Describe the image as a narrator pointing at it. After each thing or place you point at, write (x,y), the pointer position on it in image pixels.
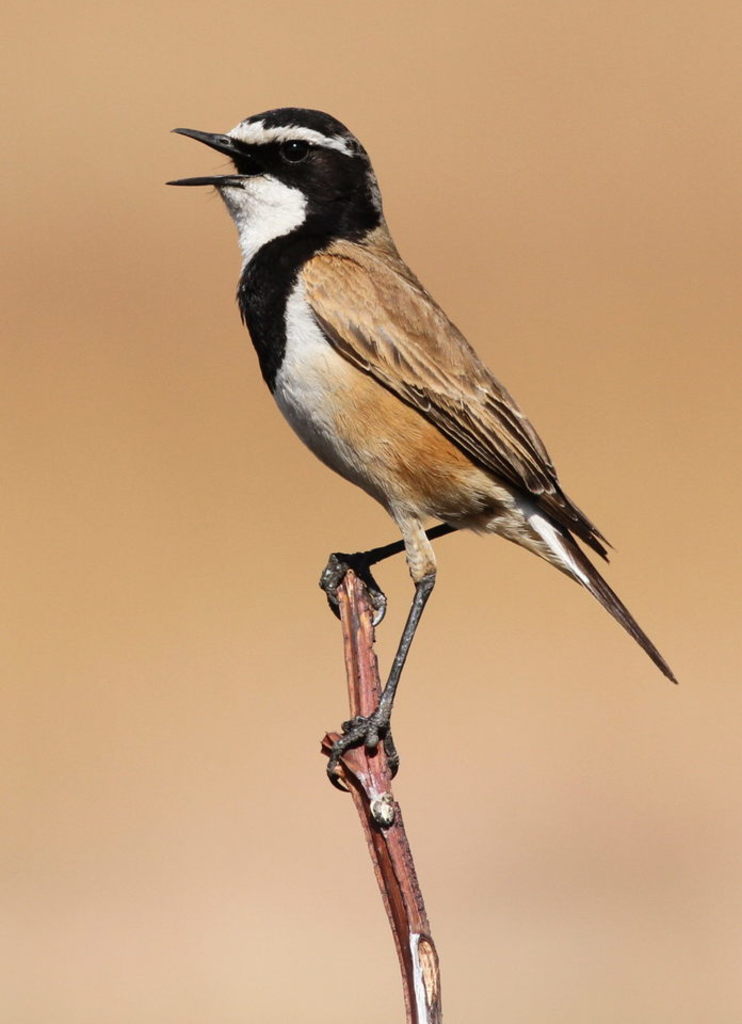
In this image, we can see a bird (363,552) is on the stem (415,962). Background (30,725) there is a blur view.
